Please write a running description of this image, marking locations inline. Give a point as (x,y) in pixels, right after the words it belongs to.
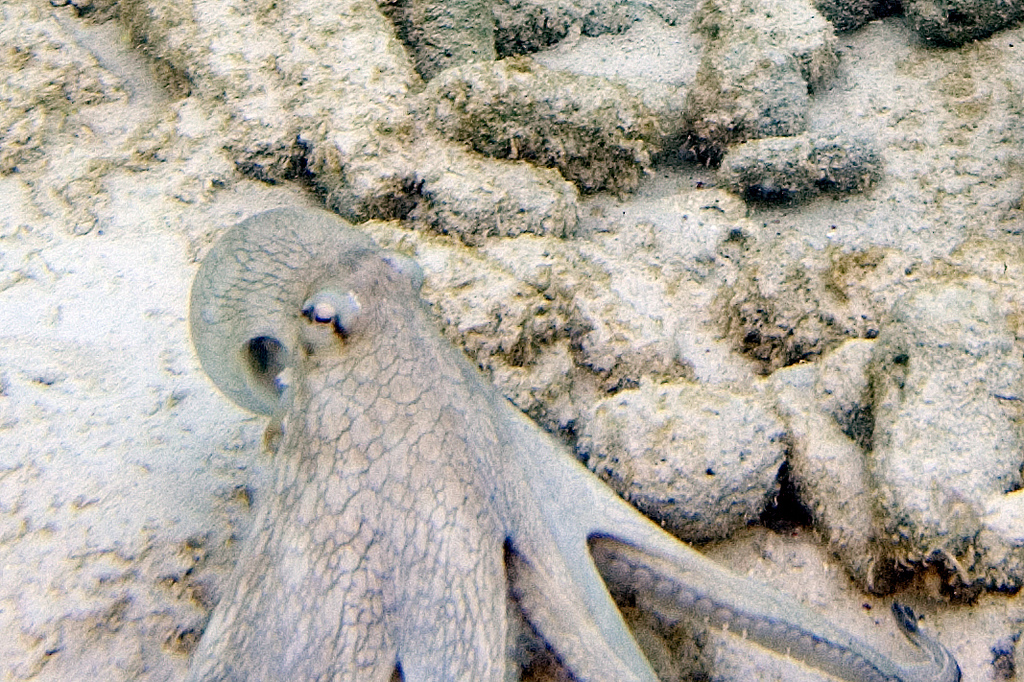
The picture is taken inside water (196,265). At the bottom of the picture (418,506) there is an octopus (580,533). Behind the octopus (237,373) there is sand (2,284) and stones (818,355).
